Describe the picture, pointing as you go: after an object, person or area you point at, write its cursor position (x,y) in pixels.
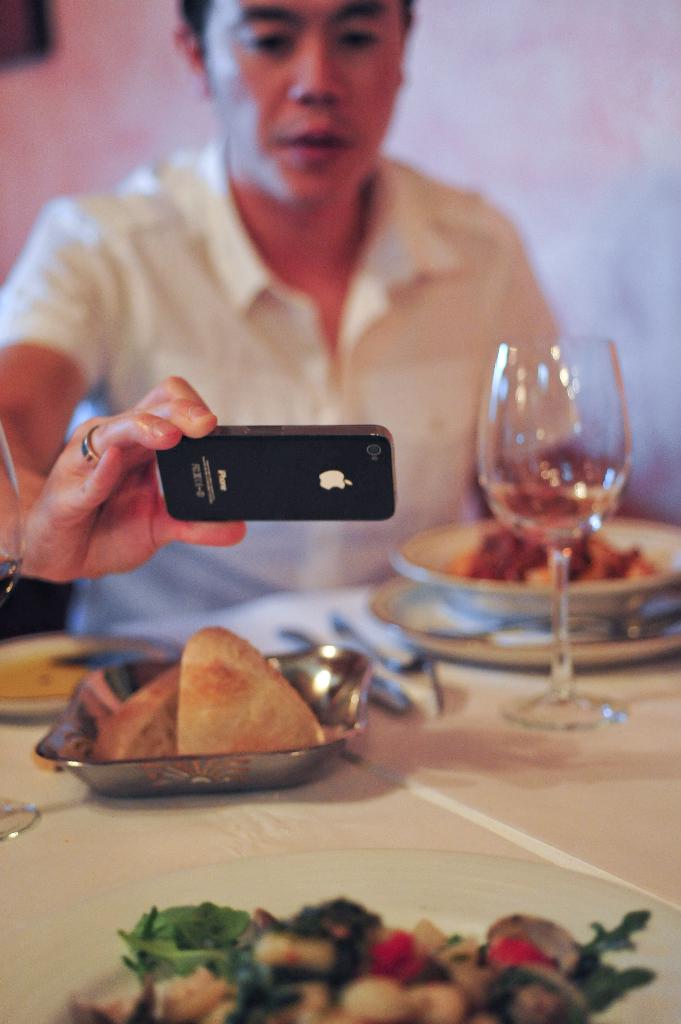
In this picture there is a person (224,235) sitting. There is a table (369,817). On the table (492,771) we can see glass (574,402), plate (440,611), bowl (421,547), Tray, food (232,735). This person (380,528) hold a mobile (321,506). On this background (445,86) we can see wall (58,78).
